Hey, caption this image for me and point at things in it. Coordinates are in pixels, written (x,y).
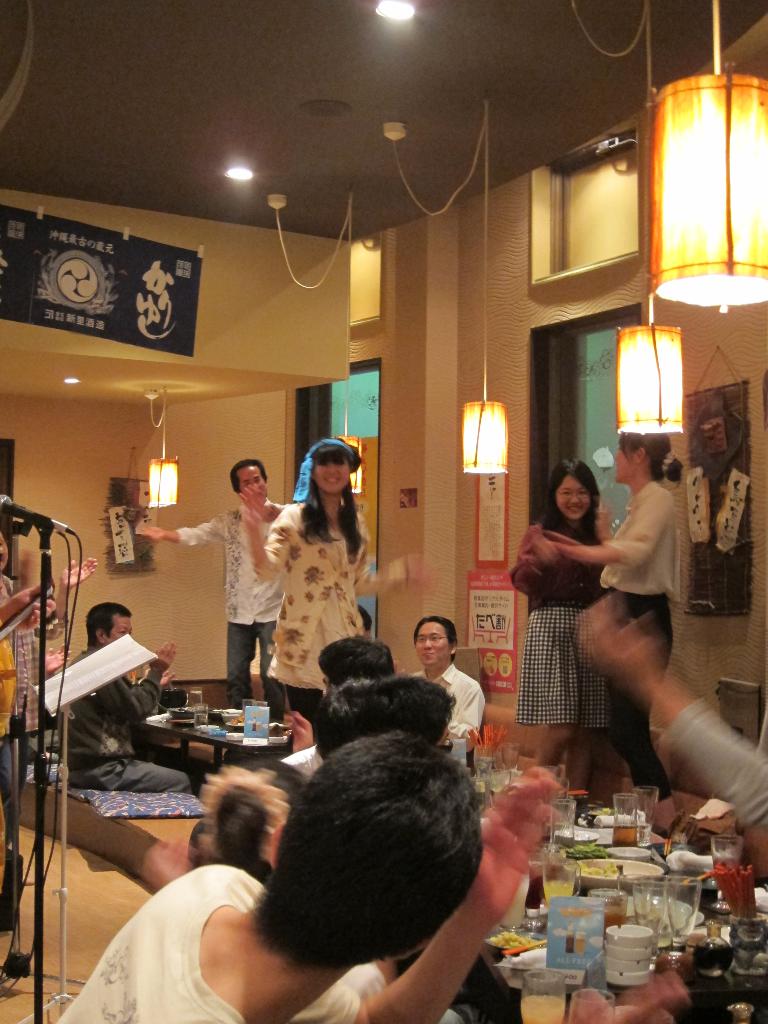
There are four people (355,547) standing and dancing. Here are group of people (329,743) are sitting. This is a table (595,991) where wine glass (650,907), plates (630,871), bowls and some objects (621,917) are placed. This is the mike (38,517) with the mike stand (40,739). This looks like a book (96,670). These are the lamps (488,436) hanging through the rooftop (471,68). This is a poster (123,292) which is attached to the wall (270,316). These are the ceiling lights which are attached to the roof (459,25).
